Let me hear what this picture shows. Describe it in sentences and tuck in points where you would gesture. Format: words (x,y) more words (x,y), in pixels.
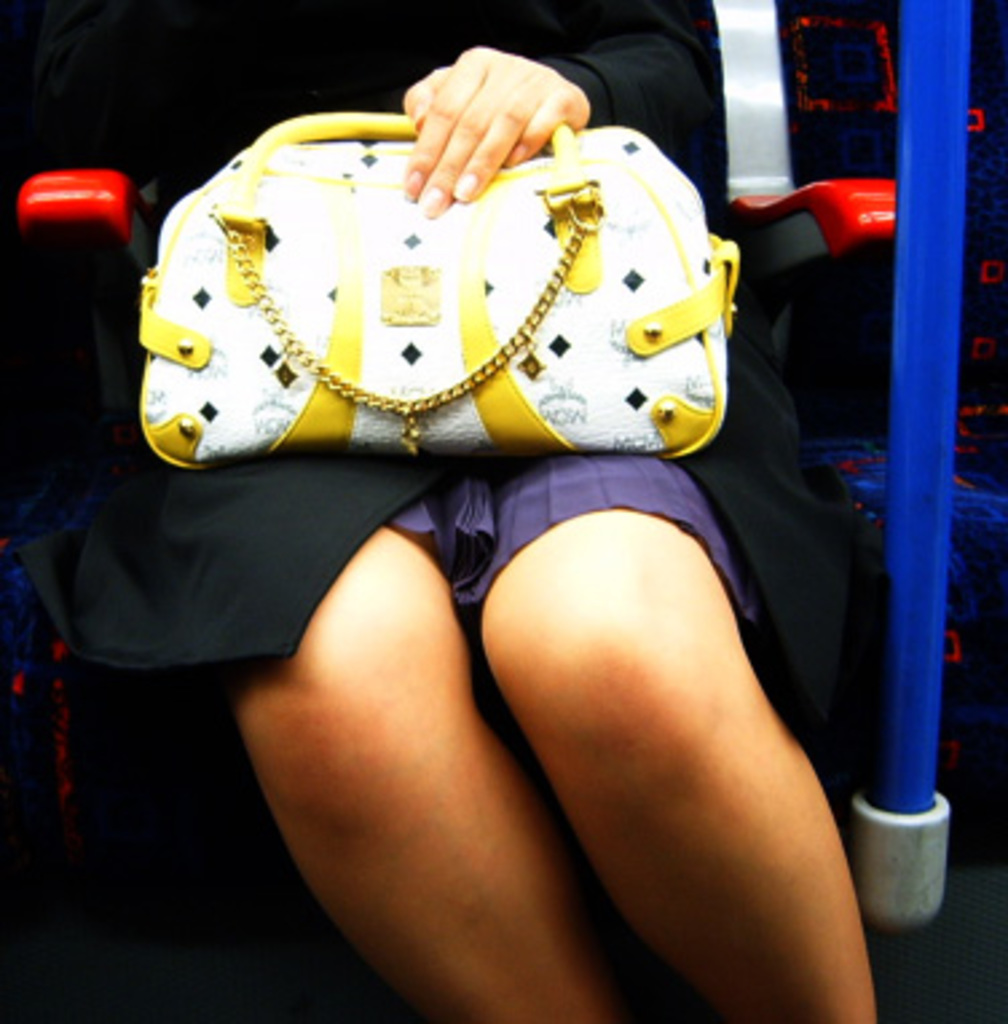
In this image, a woman (279,654) is sitting on the chair (754,87) and holding a white and yellow color bag (513,275) in her hand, who's half visible. And a blue color pole (904,216) is visible. I think, this image is taken inside a vehicle (814,395).
